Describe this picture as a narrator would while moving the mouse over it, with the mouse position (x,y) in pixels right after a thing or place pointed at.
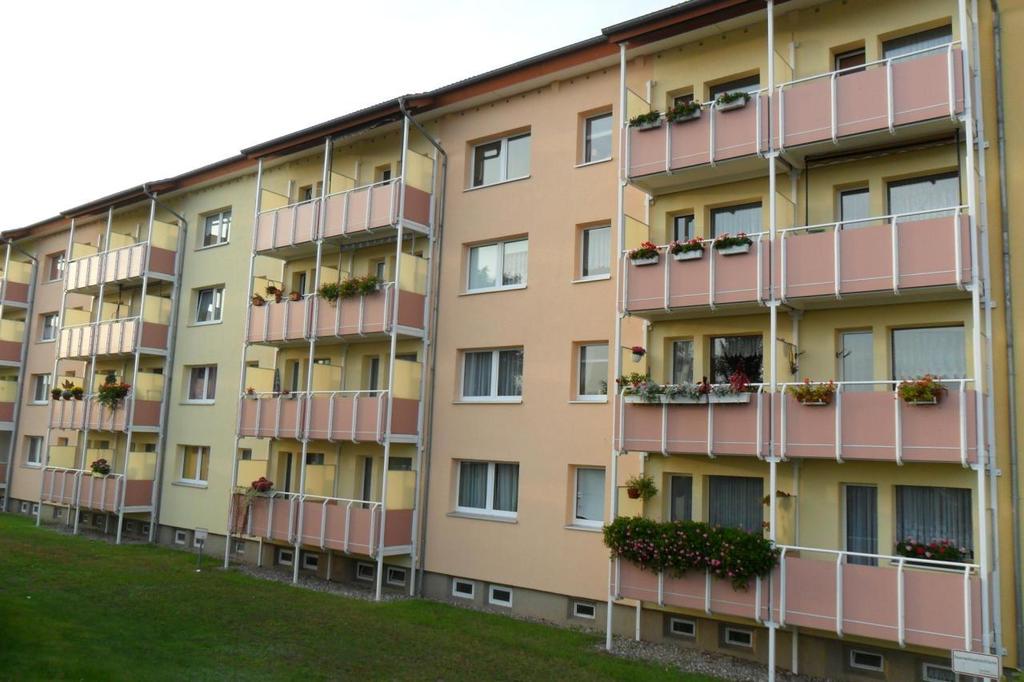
In this picture we can see few buildings (559,392) and plants (641,547).
